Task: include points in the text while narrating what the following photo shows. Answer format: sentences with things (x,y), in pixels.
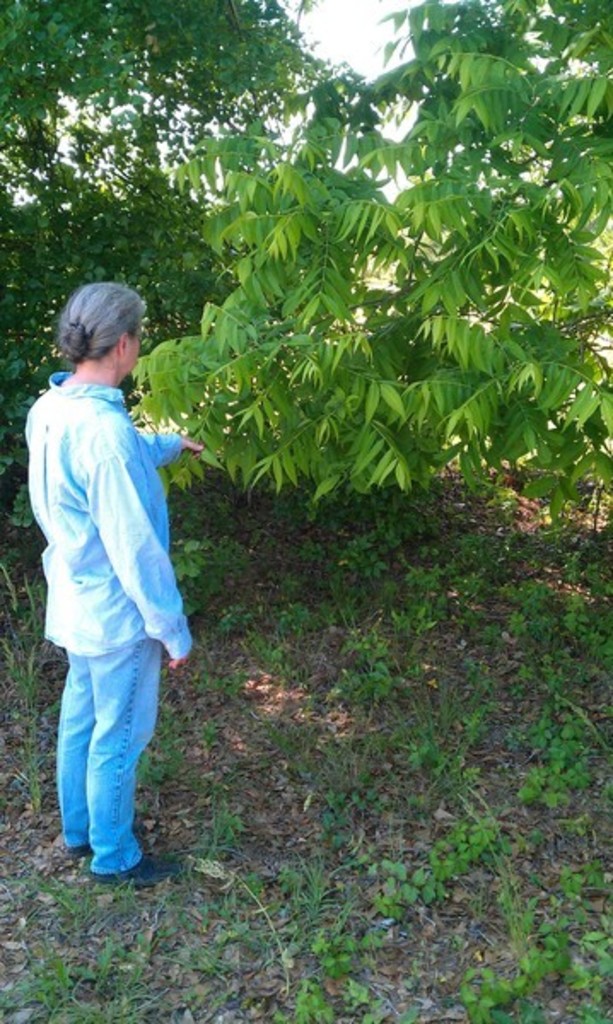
There is a lady (113,462) standing on the left side (66,560). On the ground (325,830) there are plants (389,746). And there are trees (314,246). And she is holding a stem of the tree (225,412).
